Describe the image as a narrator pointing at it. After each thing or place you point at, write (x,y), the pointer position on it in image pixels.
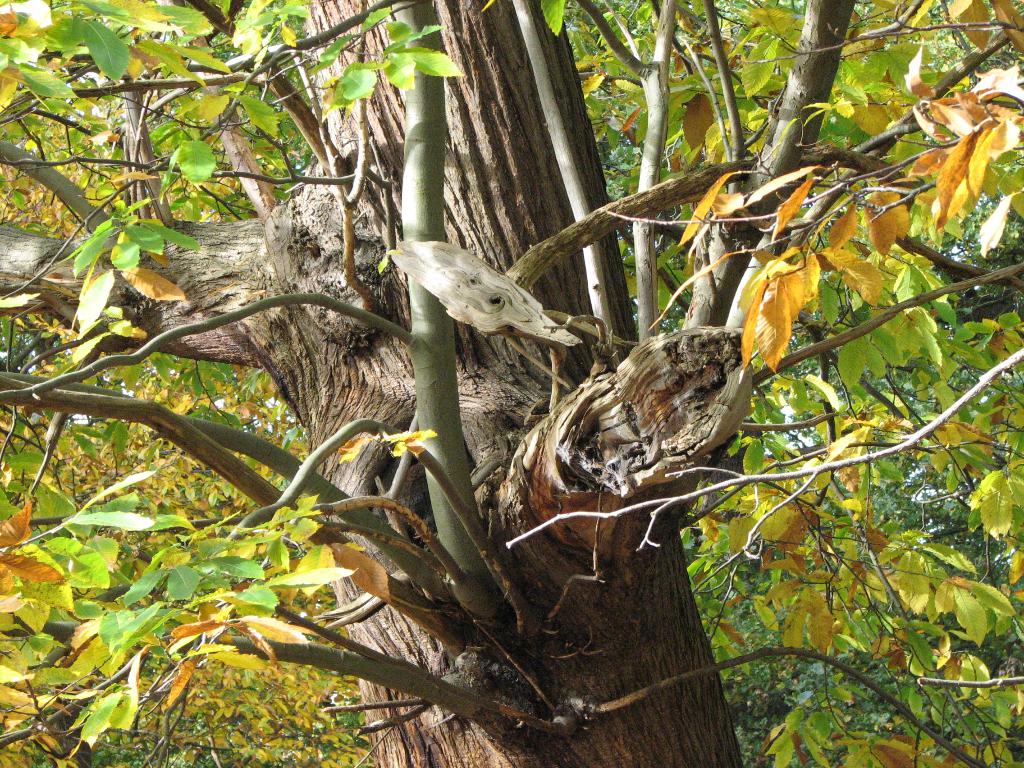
In this image I see a tree (516,216) and I see branches (539,251) and stems (985,375) on which there are leaves (25,198) which are of green and orange in color.
